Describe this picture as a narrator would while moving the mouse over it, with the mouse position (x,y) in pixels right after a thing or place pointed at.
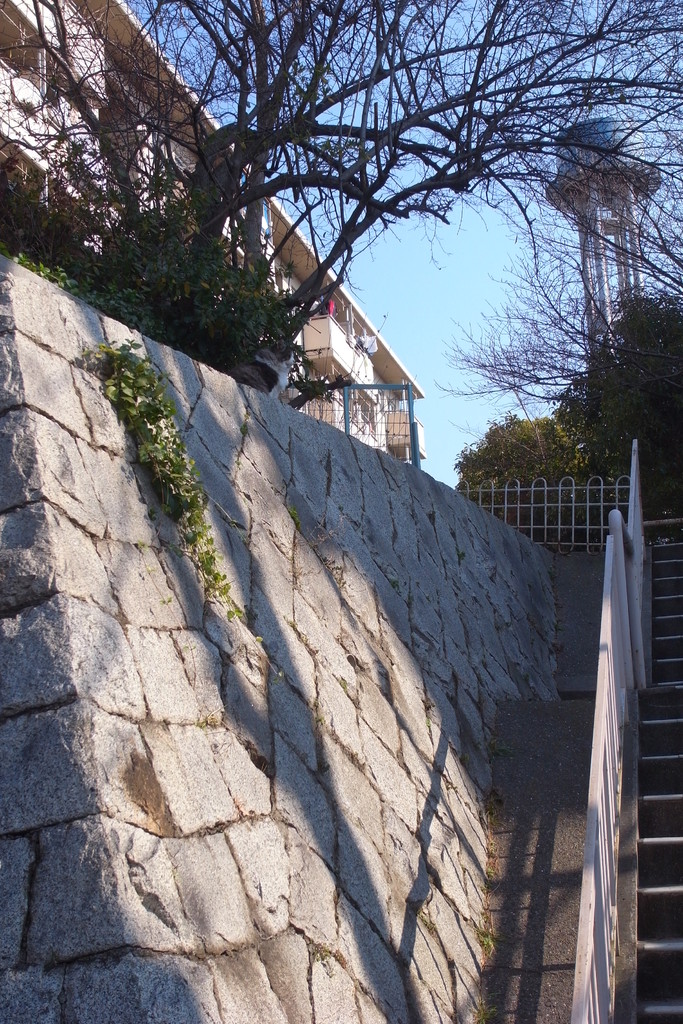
In this image we can see a building (404,411) with windows (395,399) and a gate (395,411). We can also see some plants (128,409) on a wall (159,717) and some trees (635,335). On the right side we can see a staircase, a fence (640,565), a large water tank container (600,166) with pillars (616,281) and the sky (446,302) which looks clear.
